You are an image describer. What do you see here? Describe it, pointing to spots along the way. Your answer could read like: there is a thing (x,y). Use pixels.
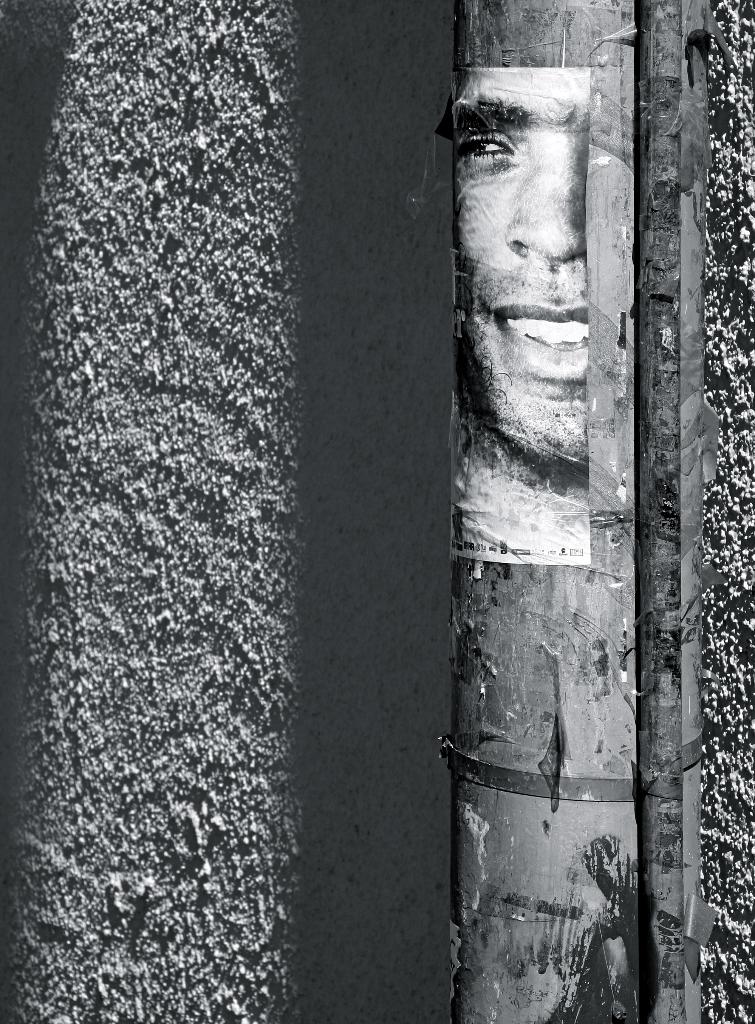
This is a black and white picture. In this there is a wall (155,534). On the wall (134,549) there is a pipe (543,664). On the pipe (552,652) there is a poster (515,302) of a person (487,237) smiling.
